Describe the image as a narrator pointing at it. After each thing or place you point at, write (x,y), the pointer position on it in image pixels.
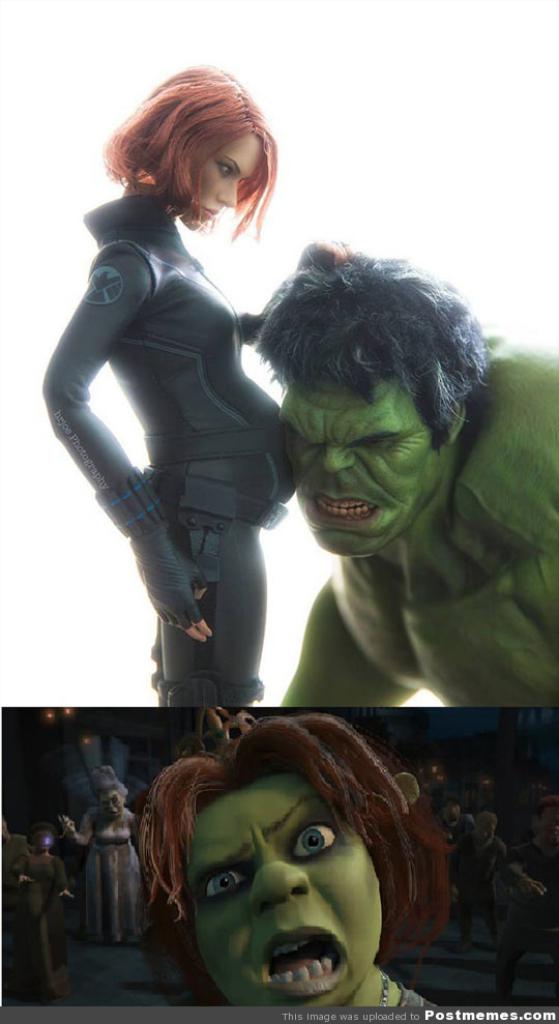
In this image I can see it looks like a photo collage, there are animated pictures (388,702), at the bottom (403,1011) there is the text (509,1014).
